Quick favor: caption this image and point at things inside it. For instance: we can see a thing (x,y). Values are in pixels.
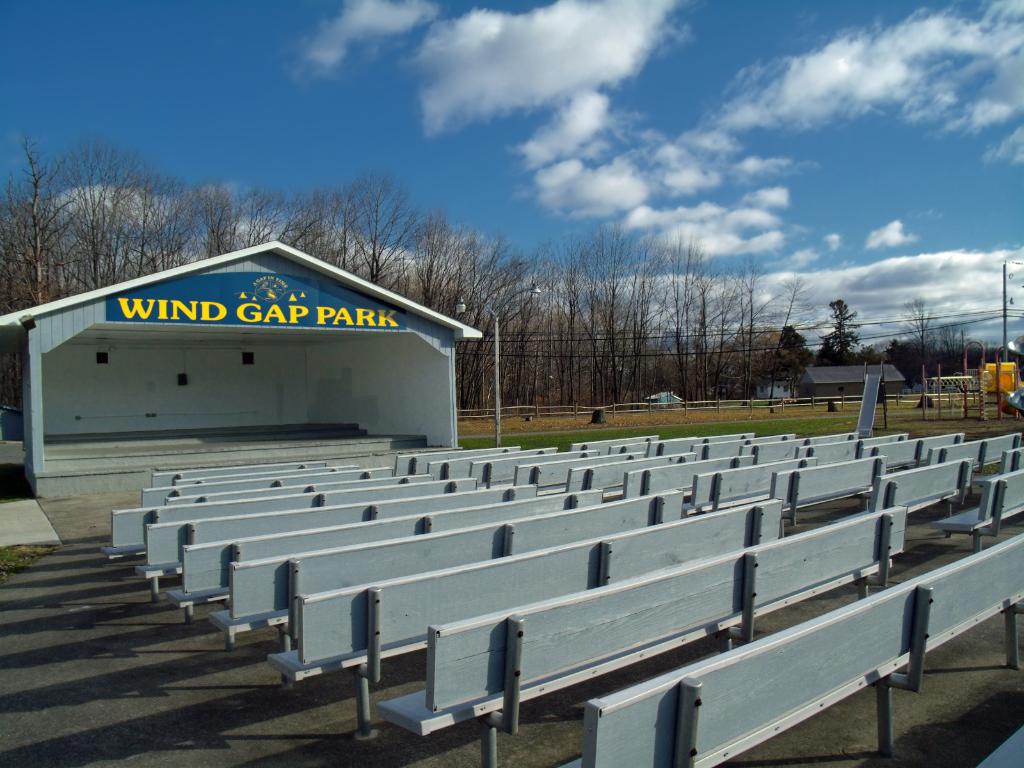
In this image in front (300,540) there are benches (478,566). In the center of the image (357,420) there is a house (349,378). There is a wooden fence (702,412). On the right side of the image (1017,380) there are few objects (1020,400). In the background of the image (538,318) there are trees (547,304), lights (1016,264), current poles (1005,290) and sky (764,92). At the bottom of the image (149,702) there is a road (191,694).
